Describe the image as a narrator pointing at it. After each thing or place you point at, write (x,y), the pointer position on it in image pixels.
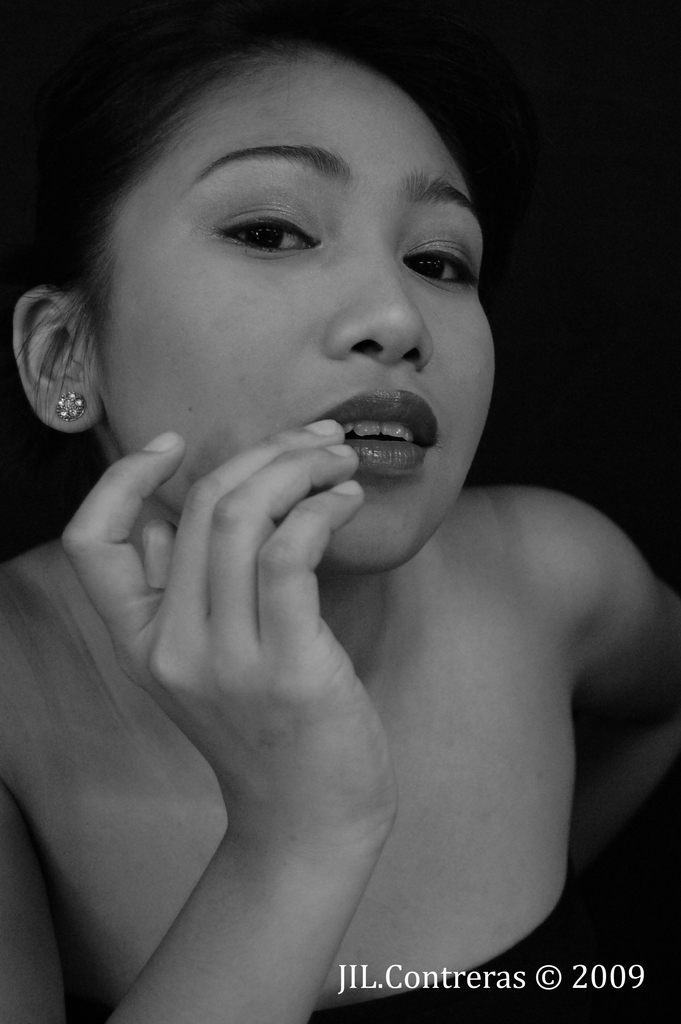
In this black and white image, we can see a person (338,564). There is a text (430,968) in the bottom right of the image (617,978).
